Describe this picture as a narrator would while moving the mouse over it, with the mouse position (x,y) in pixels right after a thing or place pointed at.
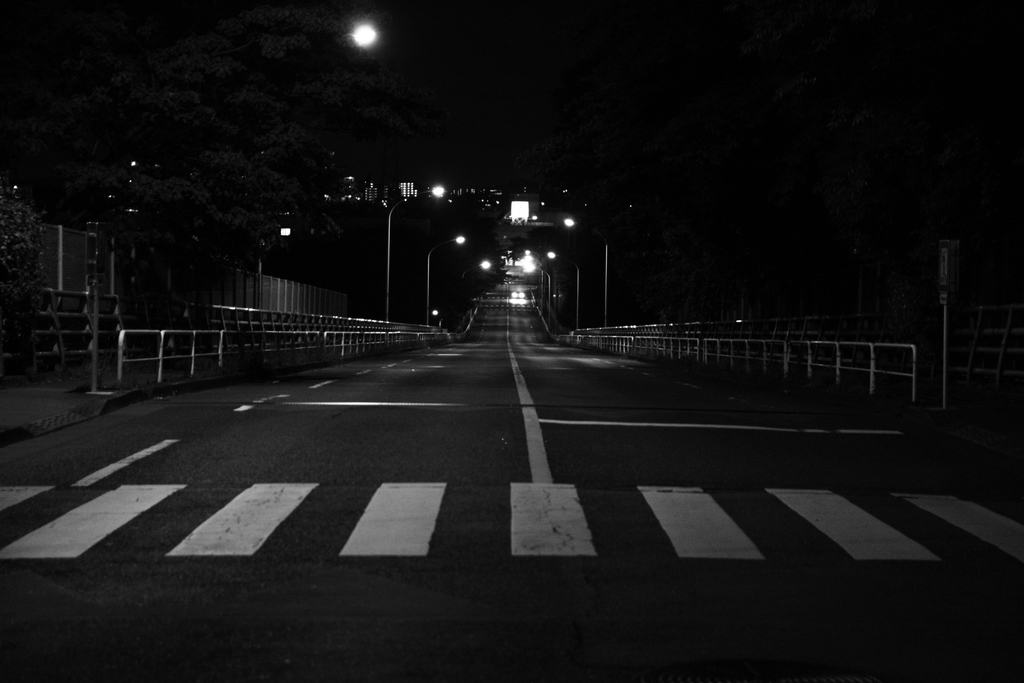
At the bottom of the picture (634,517), we see the road (480,535). On either side of the road (612,531), we see an iron railing (619,326) and street lights (390,250). There are trees (302,203) and buildings (371,182) in the background (456,247). At the top of the picture (372,29), we see a street light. In the background (360,209), it is black in color. This picture is clicked in the dark.
